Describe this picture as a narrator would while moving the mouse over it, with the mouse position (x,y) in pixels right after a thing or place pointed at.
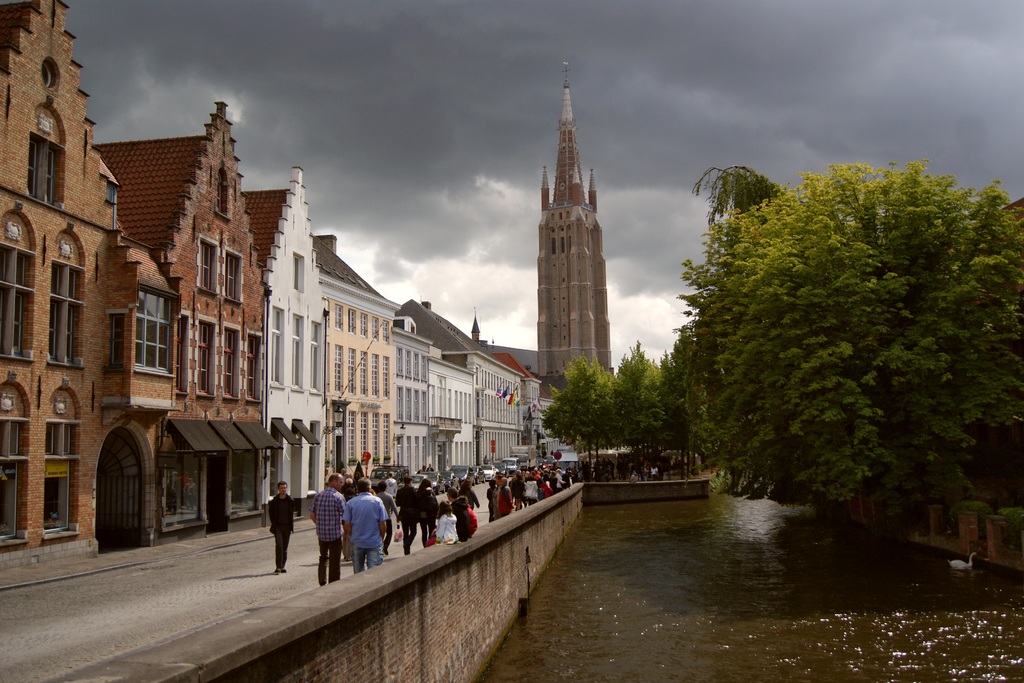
In the center of the image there are people (402,523) walking on the road (222,586). There are cars (420,474). On the right side of the image (898,558) there is a swan (965,568) in the water (761,604). In the background of the image (569,396) there are buildings (601,296), trees (780,288) and sky (809,33).
